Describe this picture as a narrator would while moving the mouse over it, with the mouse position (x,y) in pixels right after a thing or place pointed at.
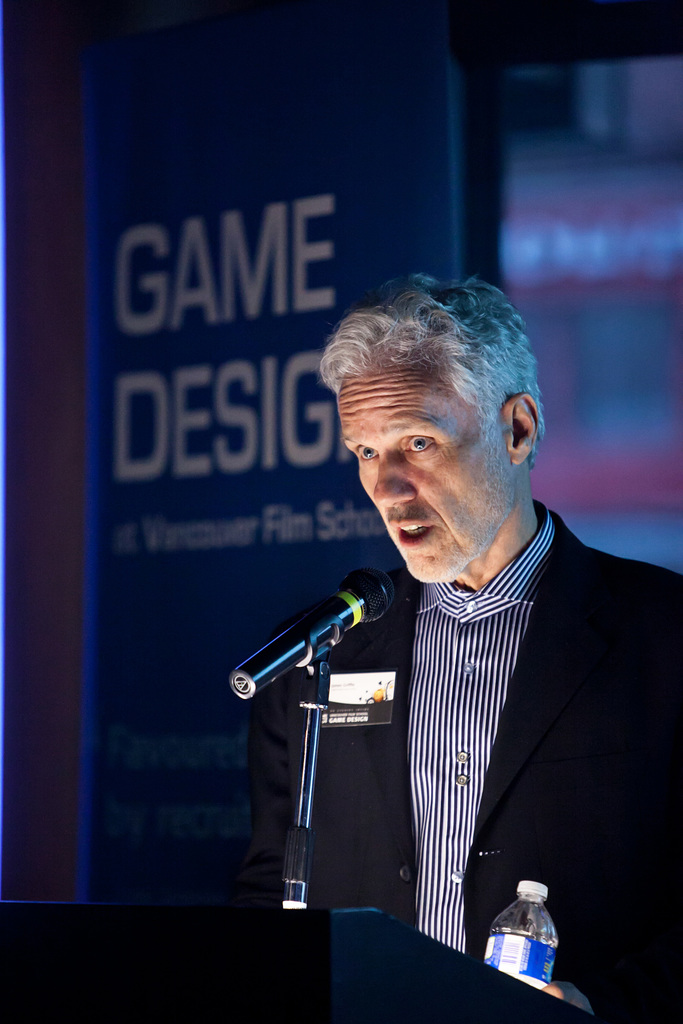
In this picture a man (517,494) is standing and speaking, there is a microphone (354,580) in front of him, there is a water bottle (548,975) on the wooden stand (444,958). Behind him there is a banner (184,271) there is also a screen (603,226).
